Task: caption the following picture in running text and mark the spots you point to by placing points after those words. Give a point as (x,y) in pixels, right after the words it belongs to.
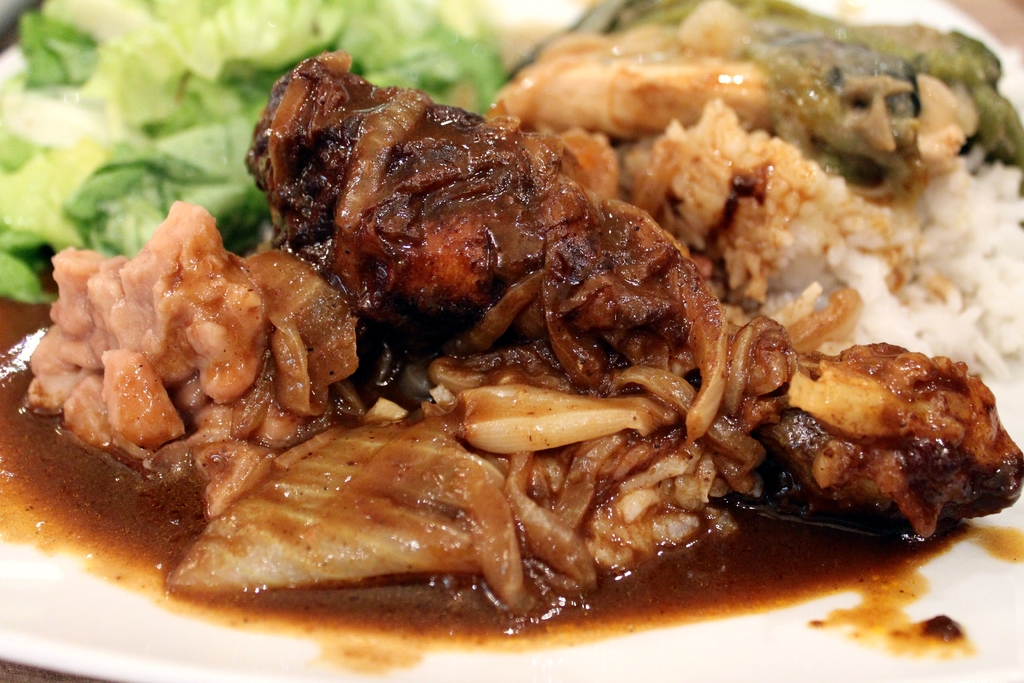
In the image, there is a food item (437,455) placed on a plate (246,637) and served, there are vegetables (151,85), cooked meat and rice (696,215) are kept on the plate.
